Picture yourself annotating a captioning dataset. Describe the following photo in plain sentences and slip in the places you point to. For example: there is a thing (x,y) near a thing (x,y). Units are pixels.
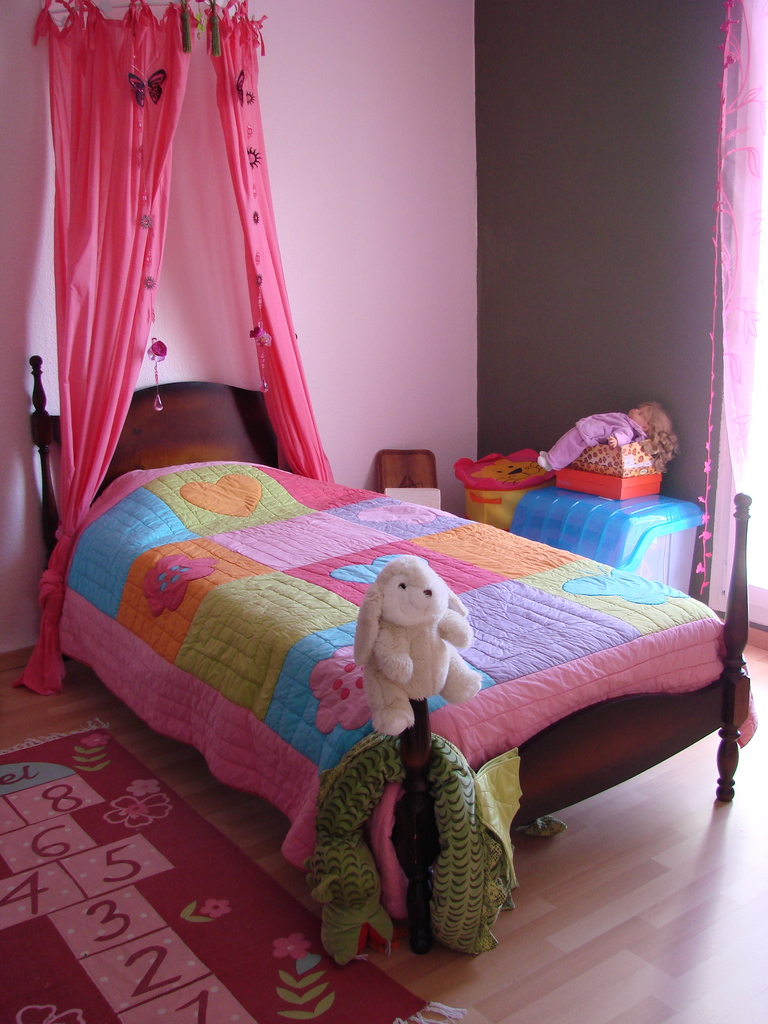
In this image I can see a bed (160,639), a teddy bear (447,635), a container (617,528) and curtains (79,145).
